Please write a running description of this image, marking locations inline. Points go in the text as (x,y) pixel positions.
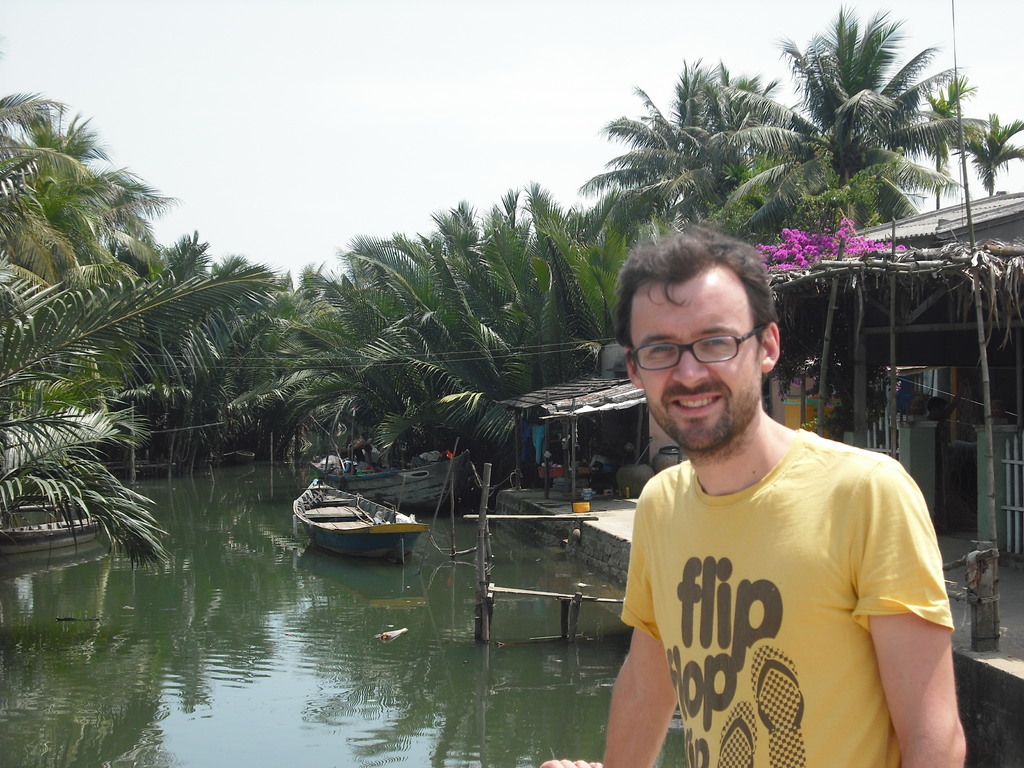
In this image I can see the person (723,570) with the yellow color dress (735,593) and the specs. To the side of the person (654,653) I can see the boats (346,507) on the water (280,688). To the right (858,361) I can see the sheds (858,361) and few objects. In the background (805,257) I can see many trees (248,273) and the sky (248,101).
